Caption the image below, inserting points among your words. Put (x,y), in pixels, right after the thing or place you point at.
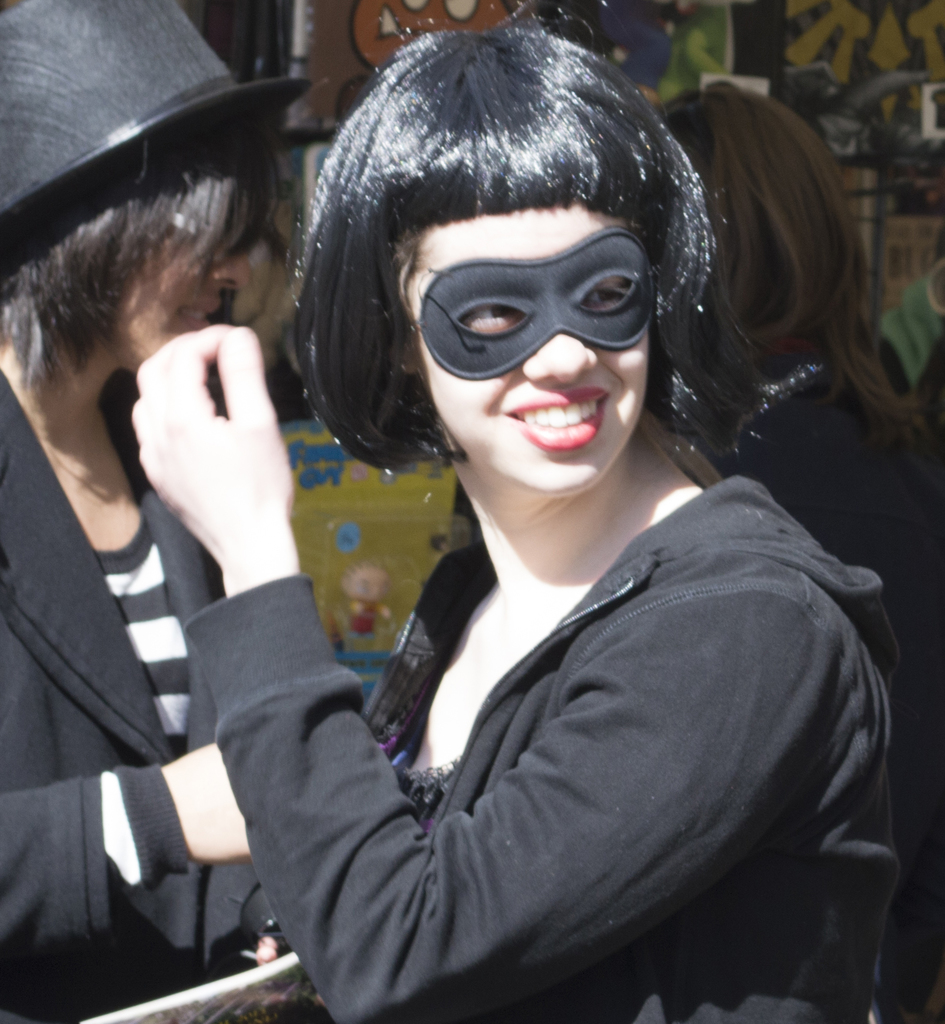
In this image in the foreground (525,450) there is one woman (483,508) who is wearing a mask (458,320) and smiling, in the background (814,376) there are two women (106,448) and there is a wall (284,266). On the wall (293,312) there is some art (877,66) and some other objects (892,182).
